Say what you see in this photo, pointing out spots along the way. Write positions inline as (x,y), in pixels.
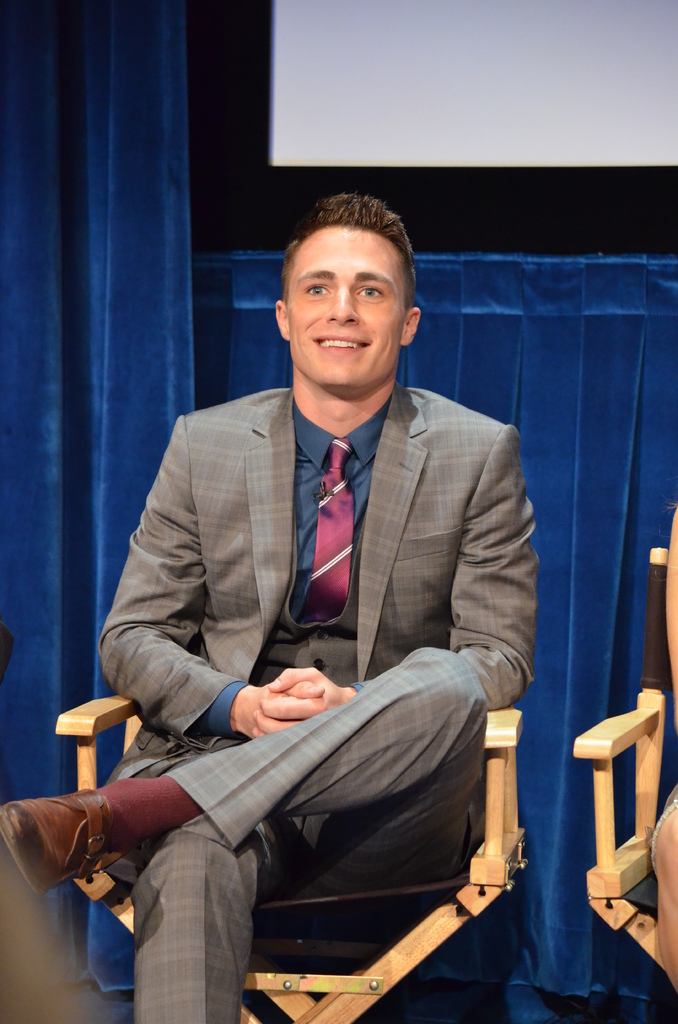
Man (208,604) in the middle of the picture (437,607) wearing grey blazer (432,562) and blue shirt (300,506) is sitting on chair (134,874) and he is smiling. Beside him, we see a person (672,869) sitting on chair (655,648) and behind him, we see blue sheet (593,427). On top of the picture (377,62), we see a white board (529,115).
